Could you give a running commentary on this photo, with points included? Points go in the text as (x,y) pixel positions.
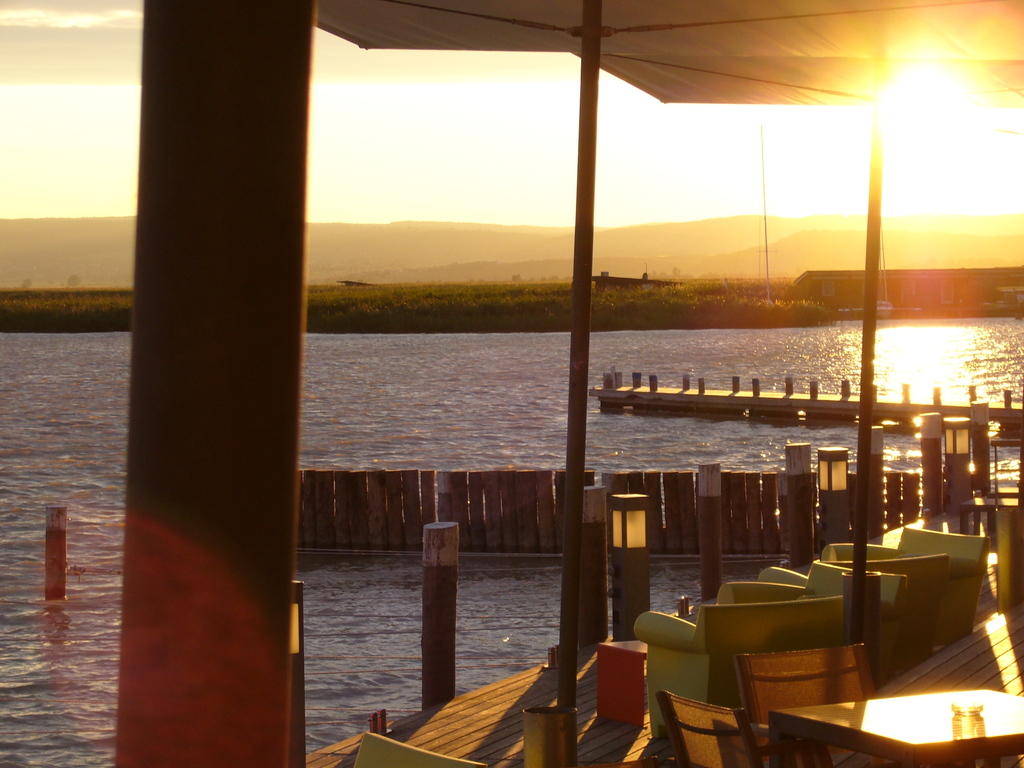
In this image I can see a deck (973,646), on the deck (964,645) I can see few chairs (750,635). Background (454,492) I can see wooden railing (473,472), grass (459,305), and sky (434,144) is in yellow color.
